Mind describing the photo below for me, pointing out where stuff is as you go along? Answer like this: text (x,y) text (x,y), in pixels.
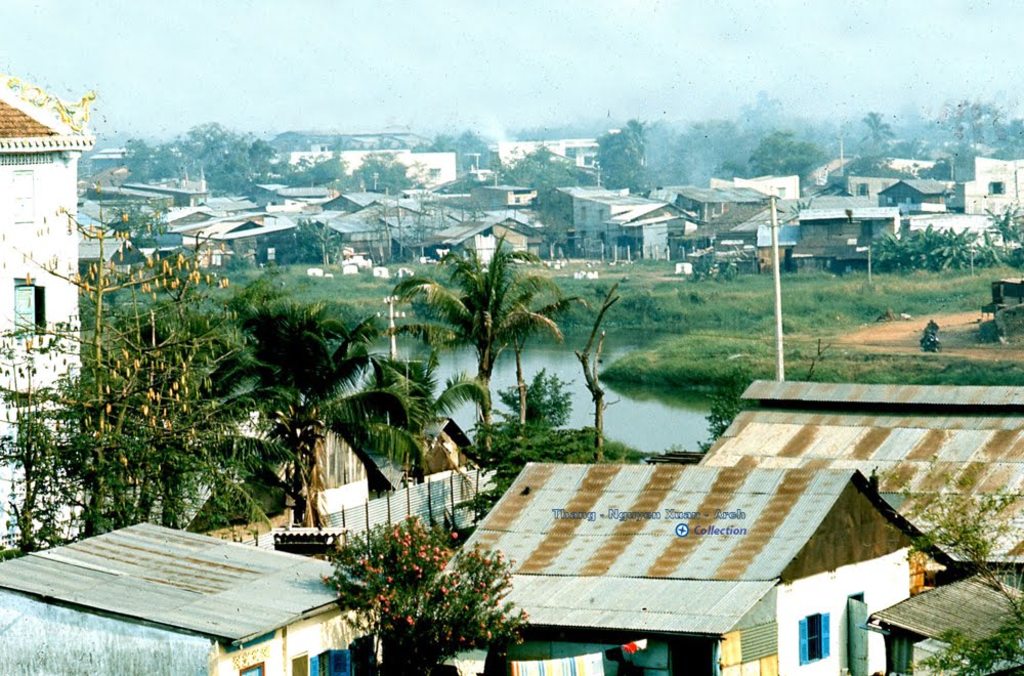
In this picture we can see few houses (526,240), trees (299,183) and poles (871,281), in the middle of the image (443,353) we can see water (448,369).
